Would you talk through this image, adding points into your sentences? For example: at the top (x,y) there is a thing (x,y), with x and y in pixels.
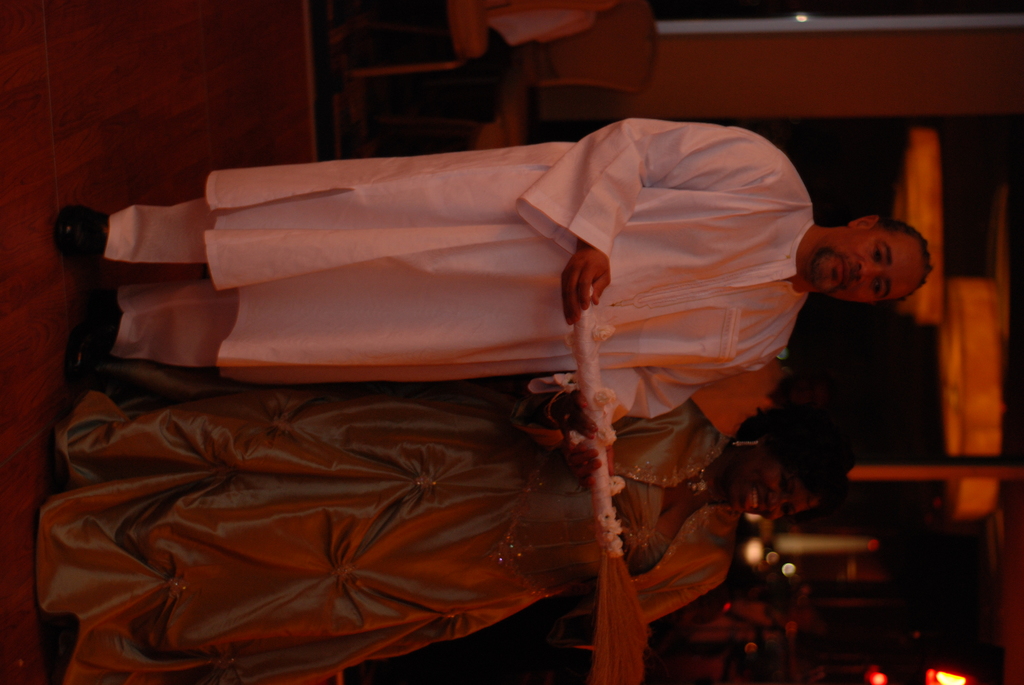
In this image, we can see a man (695,200) standing and he is wearing a white color dress (423,216), there is a woman (347,556), she is standing beside the man (557,333), they both are holding an object (612,593).
